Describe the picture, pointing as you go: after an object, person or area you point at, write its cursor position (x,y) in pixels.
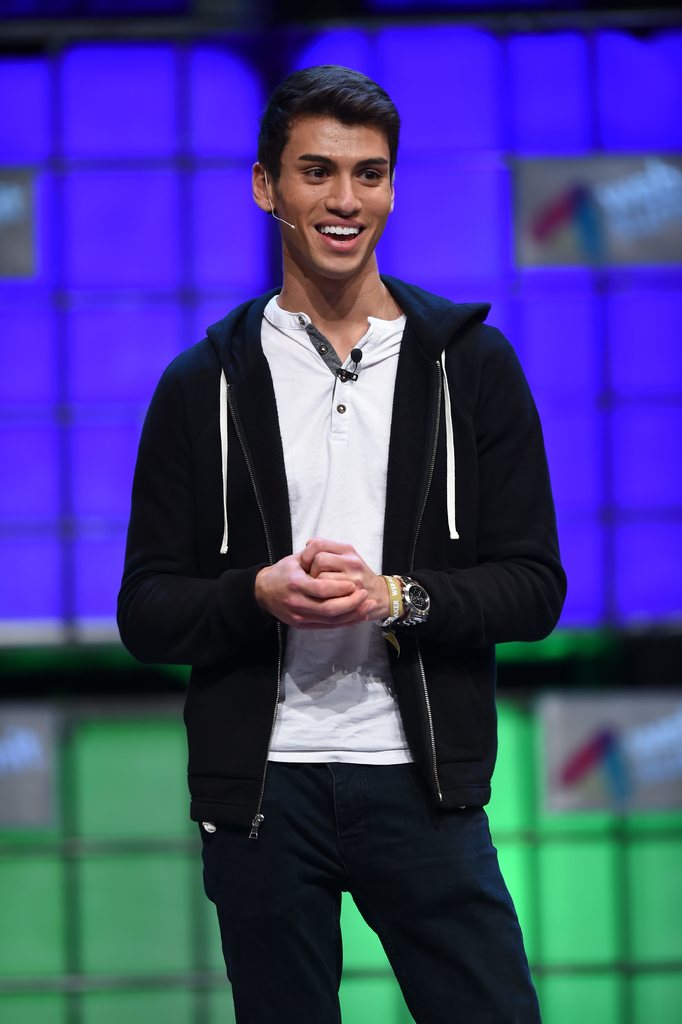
In this image I can see the person (379,497) standing and wearing the white, black and navy blue color dress (347,694). In the background (57,664) I can see the green and blue color surface (77,761).
